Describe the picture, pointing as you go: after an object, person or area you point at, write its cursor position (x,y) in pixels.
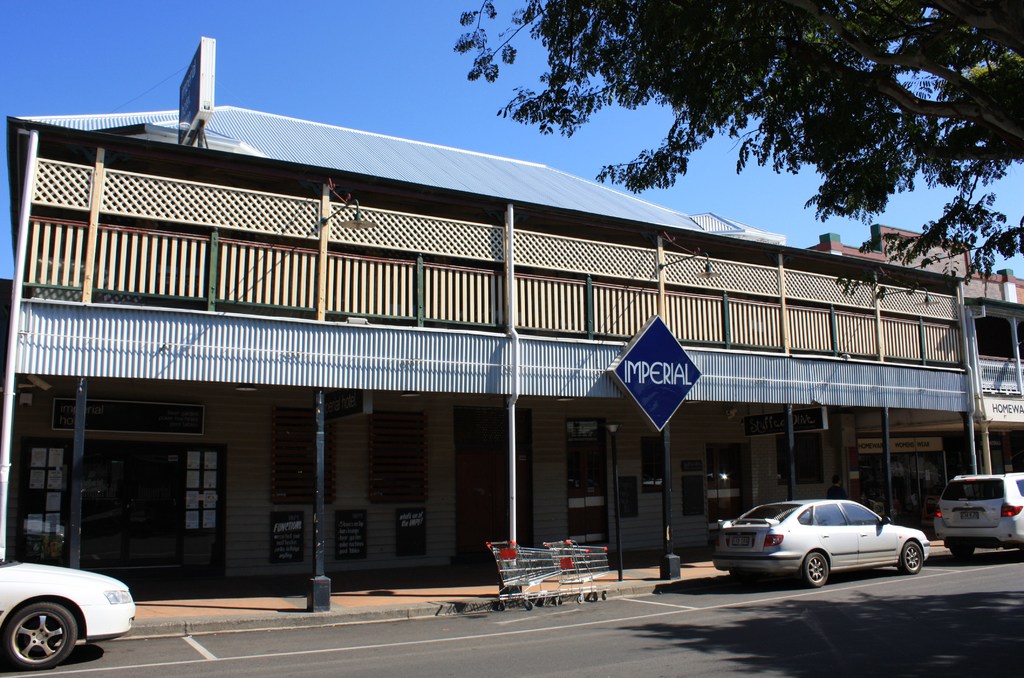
In this image there are few vehicles (849,542) on the road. These are trolleys (523,563). in the background (938,491) there is a building (897,321). Here there is a tree (902,124).
